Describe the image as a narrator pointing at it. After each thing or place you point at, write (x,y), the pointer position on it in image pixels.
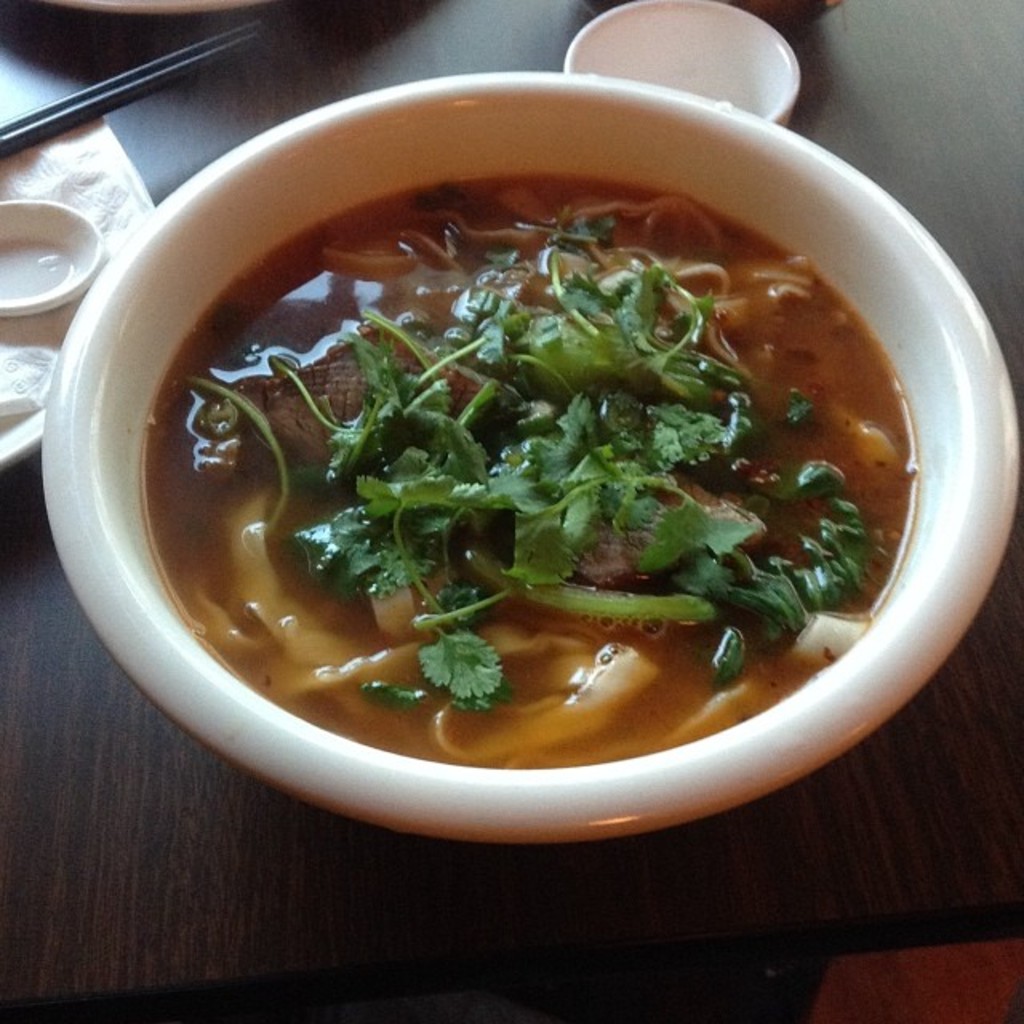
In this picture there is a bowl (242,267) in the center of the image (560,535), which contains soup (291,386) in it.
